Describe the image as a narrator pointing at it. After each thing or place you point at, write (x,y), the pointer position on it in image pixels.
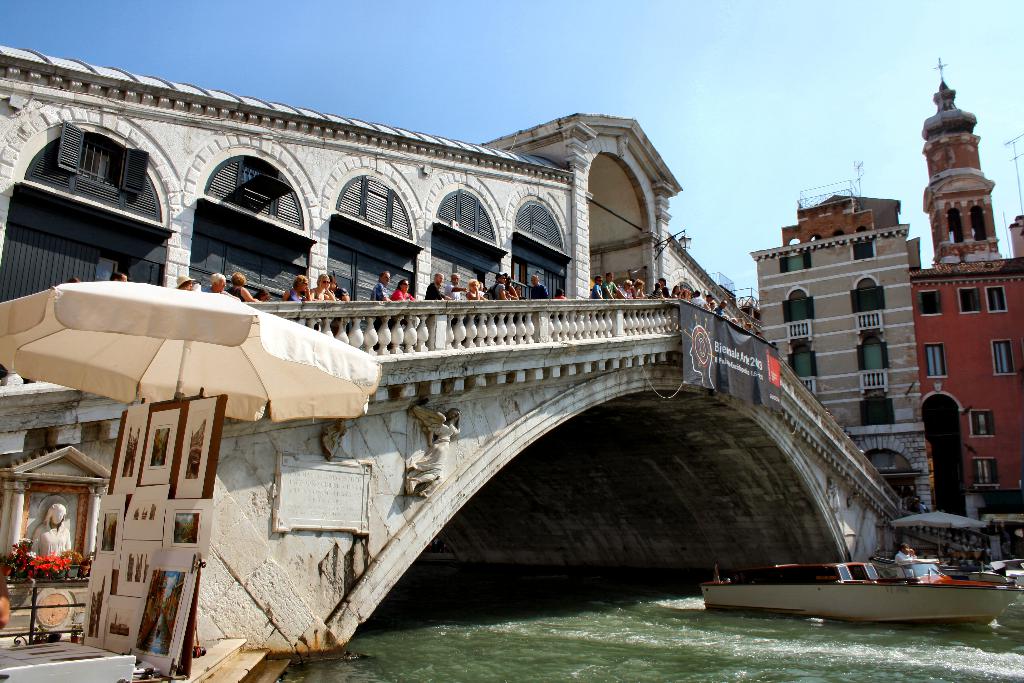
In this image there are buildings (932,327), bridge (628,330), banner (736,382), boards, pictures (128,444), boat (842,596), umbrellas (118,344), statue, people (598,277), water (551,583), sky (592,59) and objects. Something is written on the banner (696,354).
